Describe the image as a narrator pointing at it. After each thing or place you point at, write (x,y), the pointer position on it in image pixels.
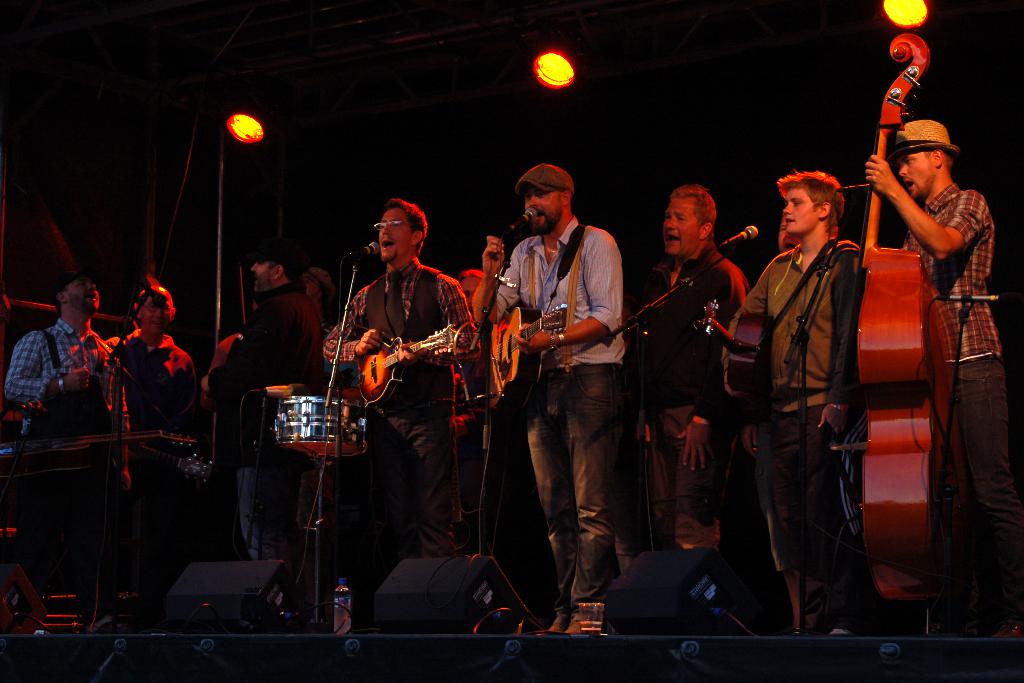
Here we can see a group of people (712,231) playing their musical instruments (734,360) and singing with a microphone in front of them.
